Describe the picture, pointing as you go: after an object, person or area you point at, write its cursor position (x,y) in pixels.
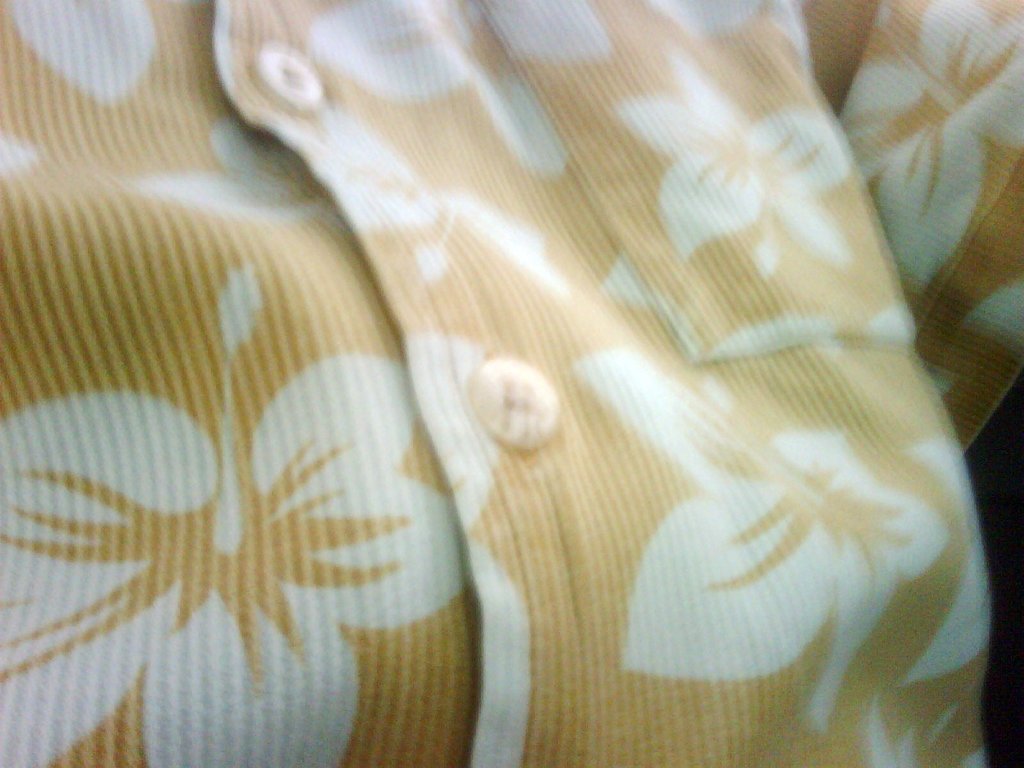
In this image, we can see a printed shirt (858,450).
